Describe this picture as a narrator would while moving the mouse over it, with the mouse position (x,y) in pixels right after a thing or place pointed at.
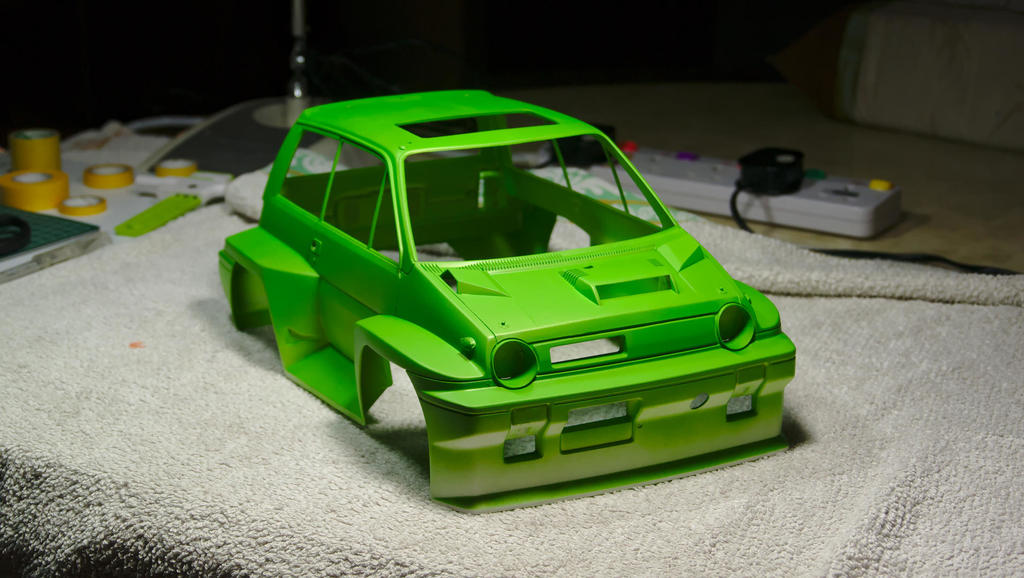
In the middle of the picture (547,241), we see a toy car (474,222). It is in green color. This car (349,230) is placed on the white towel (858,392). Behind the car (364,388), we see the tapes (52,178) in yellow color. Beside the car (660,469), we see a socket box (838,208). In the background (568,65), it is black in color.
